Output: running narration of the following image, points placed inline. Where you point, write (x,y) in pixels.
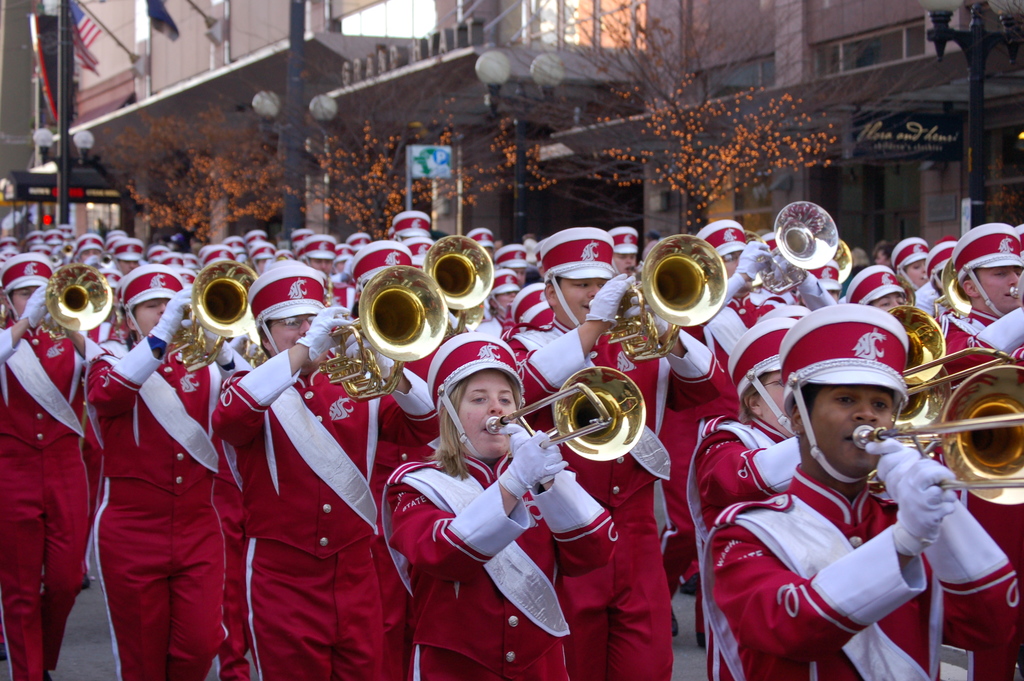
In the front of the image (343,329) people (891,538) are playing musical instruments (825,262). In the background of the image (295,111) there are light poles (91,143), boards (436,164), flags (94,35), trees (196,146), building (111,59) and objects (30,199).
